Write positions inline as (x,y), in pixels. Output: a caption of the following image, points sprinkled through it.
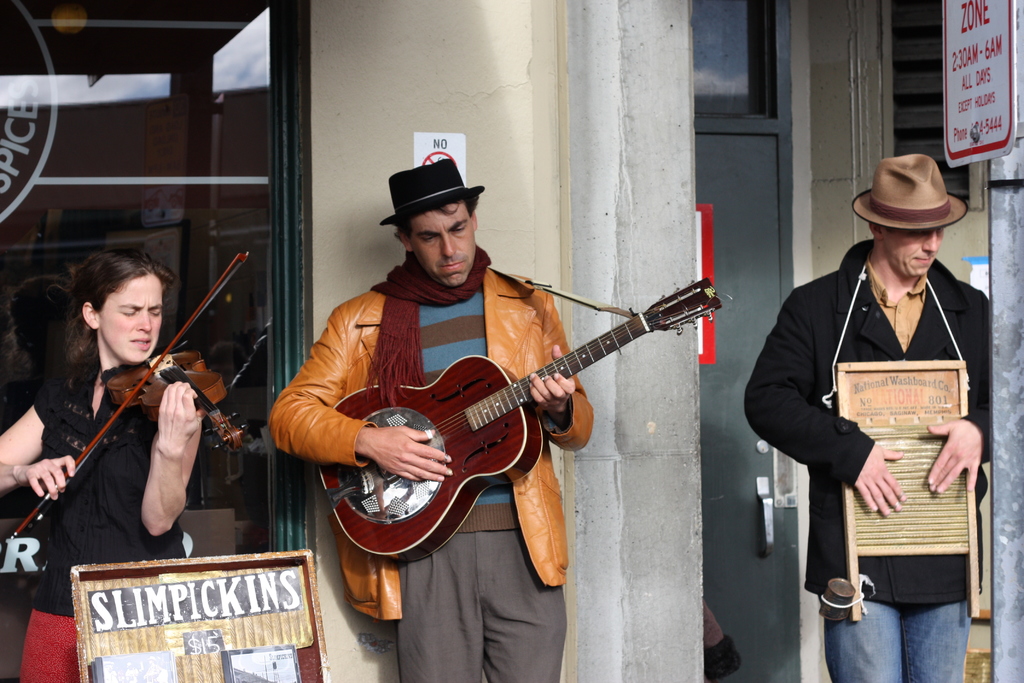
In this image I can see three people (586,406) are playing the musical instruments (855,536). Among them two people (298,443) are wearing the hat (937,187). In front of them there is a board (169,619). To the right (956,86) there is another board (987,155) to the pillar (999,358). In the background (212,150) there is a glass (163,146).
